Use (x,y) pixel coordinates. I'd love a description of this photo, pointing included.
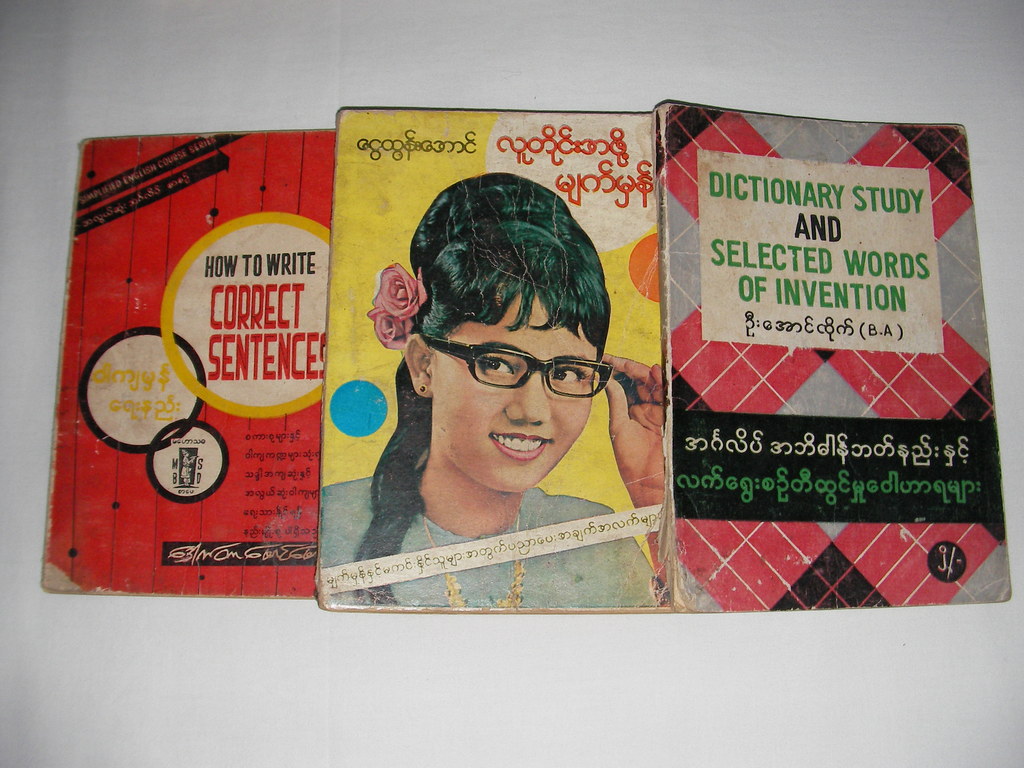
In the foreground of this image (414,374), there are three books (516,257) on a white surface (574,696).
